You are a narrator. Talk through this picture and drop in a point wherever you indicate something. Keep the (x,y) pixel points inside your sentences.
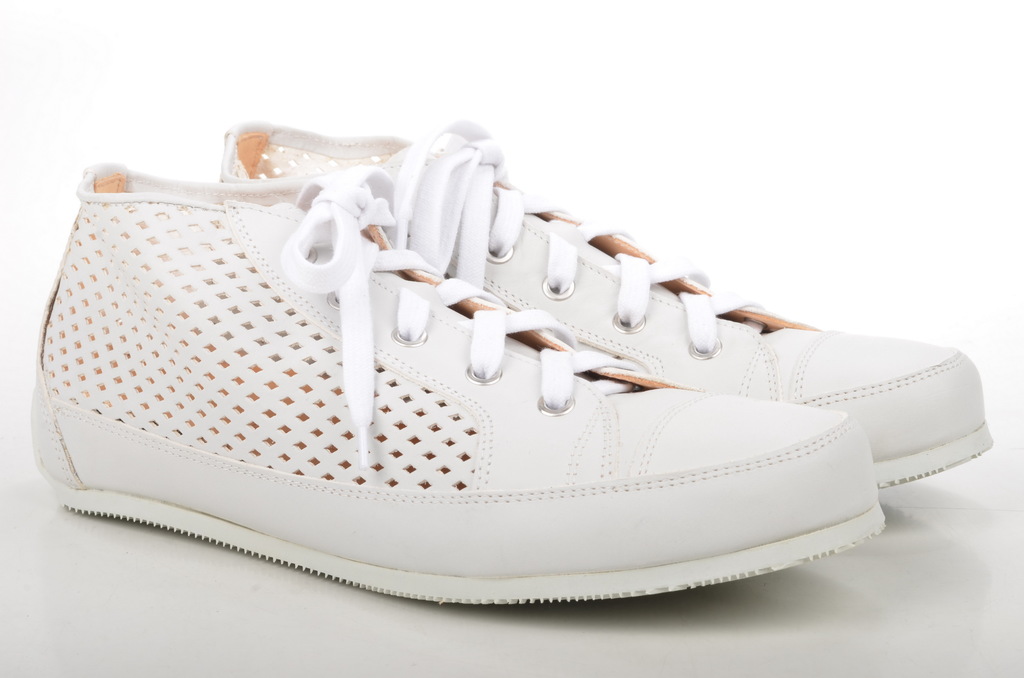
In this picture I can see a pair of shoes (348,242), which are of white and cream color and I see that it is on the white color surface (387,608). I can also see that it is white color in the background (742,99).
